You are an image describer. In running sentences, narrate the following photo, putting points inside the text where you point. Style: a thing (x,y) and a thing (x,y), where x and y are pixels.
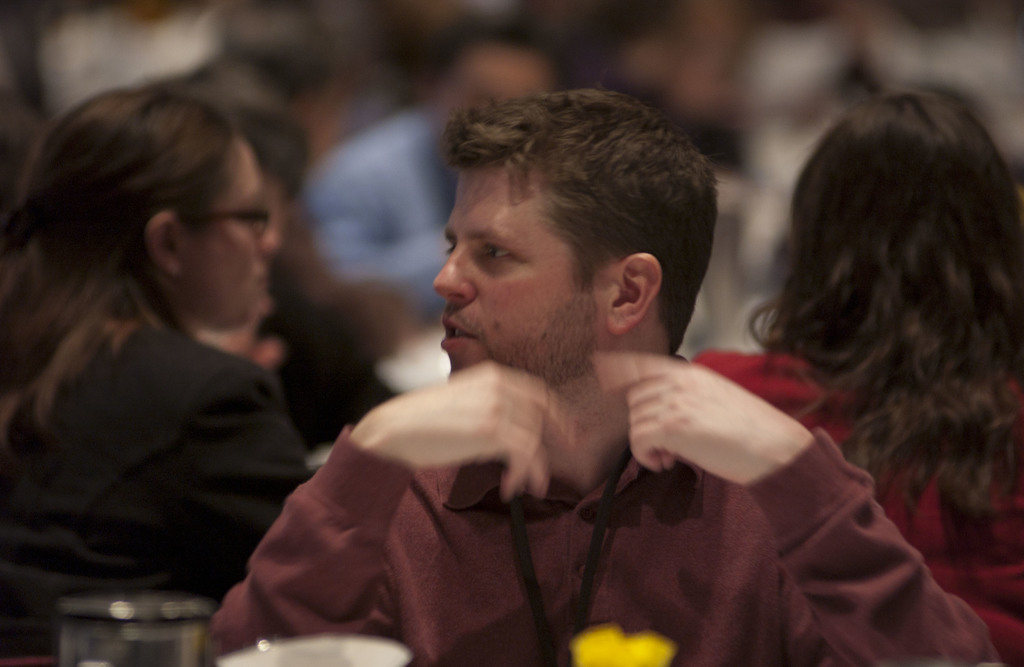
In this image there is a man (501,509) sitting in the center (464,393). In the background (285,227) there are persons (285,227). In front of the man (523,554) in the center (506,231) there is a glass (148,655) and there is a bowl (348,656) which is white in colour.
